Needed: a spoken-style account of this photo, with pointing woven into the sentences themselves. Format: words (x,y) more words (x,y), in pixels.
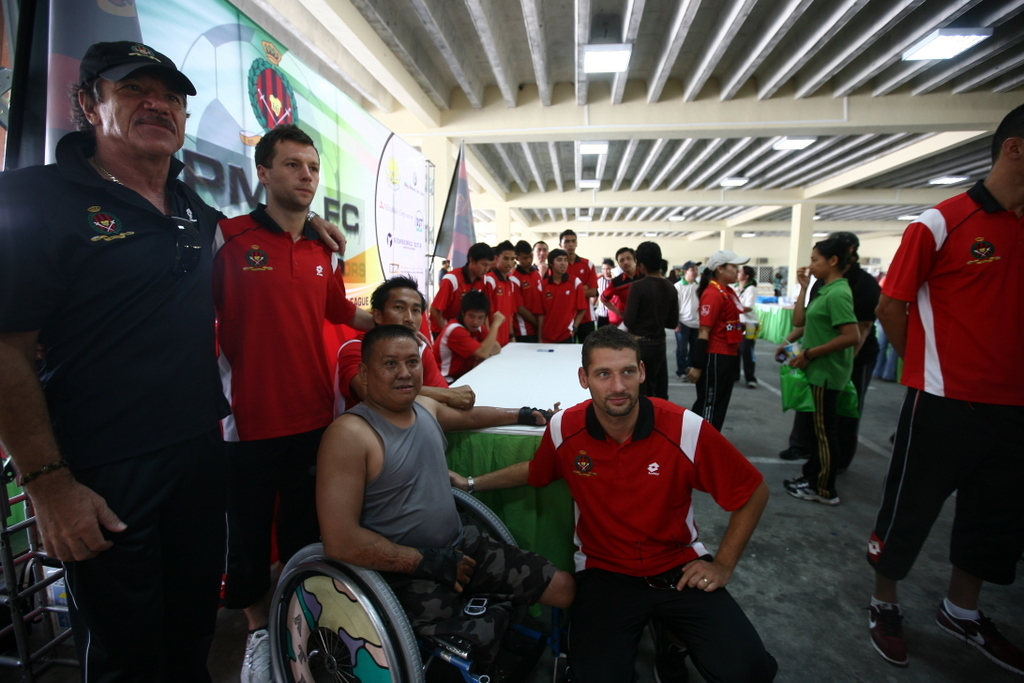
This picture describes about group of people (541,466), few are seated and few are standing, in the background (472,373) we can see few tables (521,353), flag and few lights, and also we can see a banner (374,192).
